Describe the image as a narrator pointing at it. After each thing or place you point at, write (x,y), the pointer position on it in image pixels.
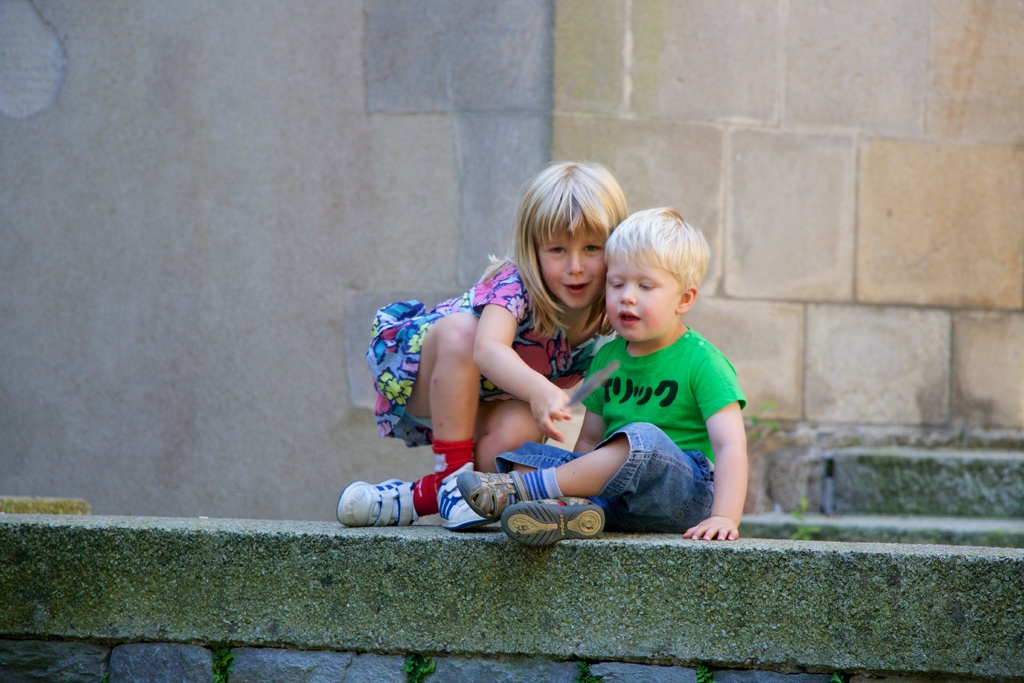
In this picture we can see a girl (432,404) and a boy (660,320) wore shoes (471,469) and sitting on a platform (431,580) and in the background (66,479) we can see wall (440,181).
